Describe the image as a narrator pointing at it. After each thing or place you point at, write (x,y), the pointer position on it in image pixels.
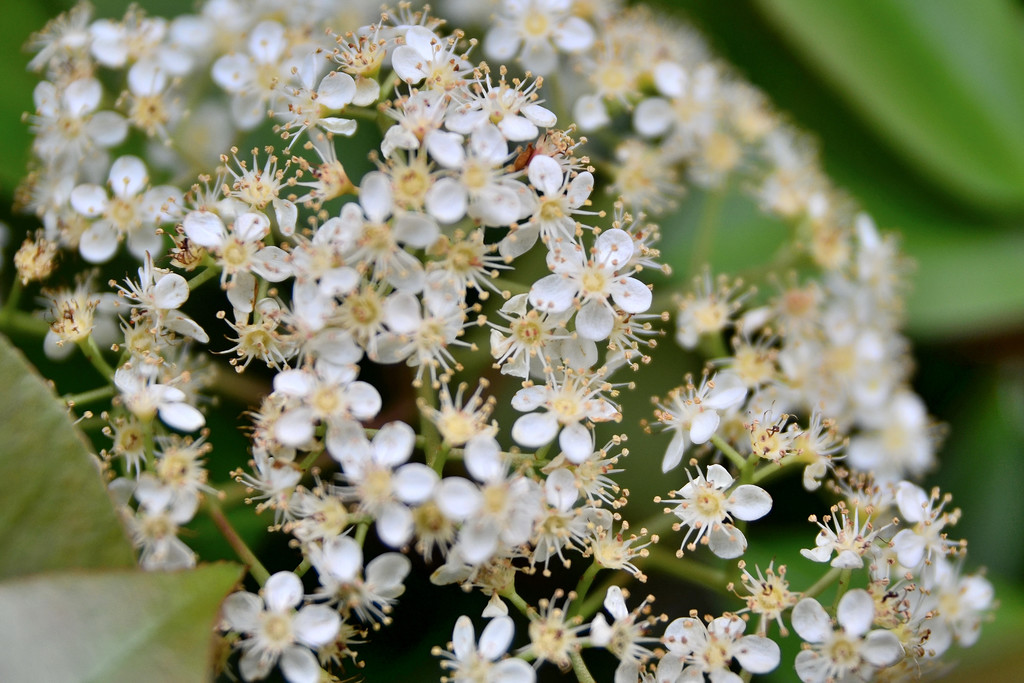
This image consists of flowers (410,322) in white color. And there are pollen grains (808,302) in yellow color. In the background (770,43), there are green leaves (753,300).
